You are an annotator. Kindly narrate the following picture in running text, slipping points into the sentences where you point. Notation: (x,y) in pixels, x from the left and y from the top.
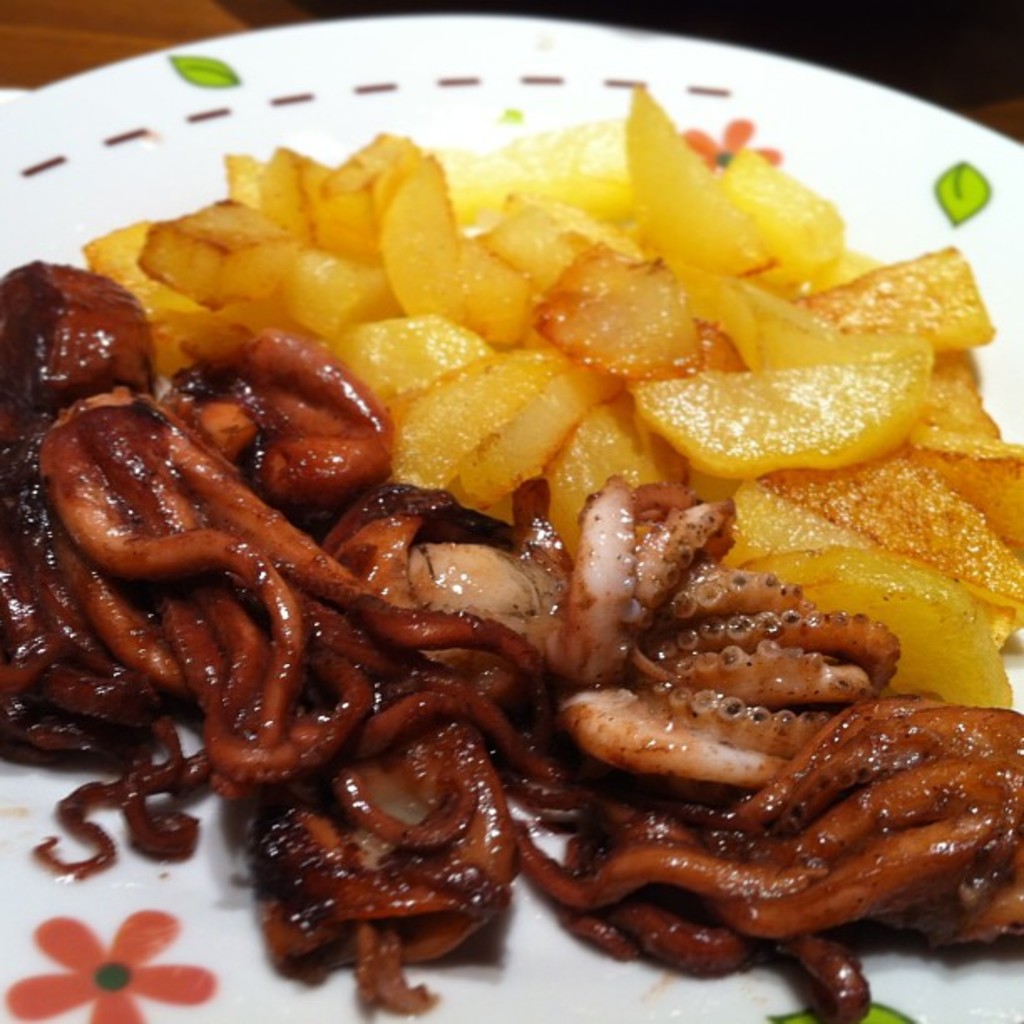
In this picture I can see the white color plate (925,200) on which there is food (648,296) which is of yellow, white and brown color.
